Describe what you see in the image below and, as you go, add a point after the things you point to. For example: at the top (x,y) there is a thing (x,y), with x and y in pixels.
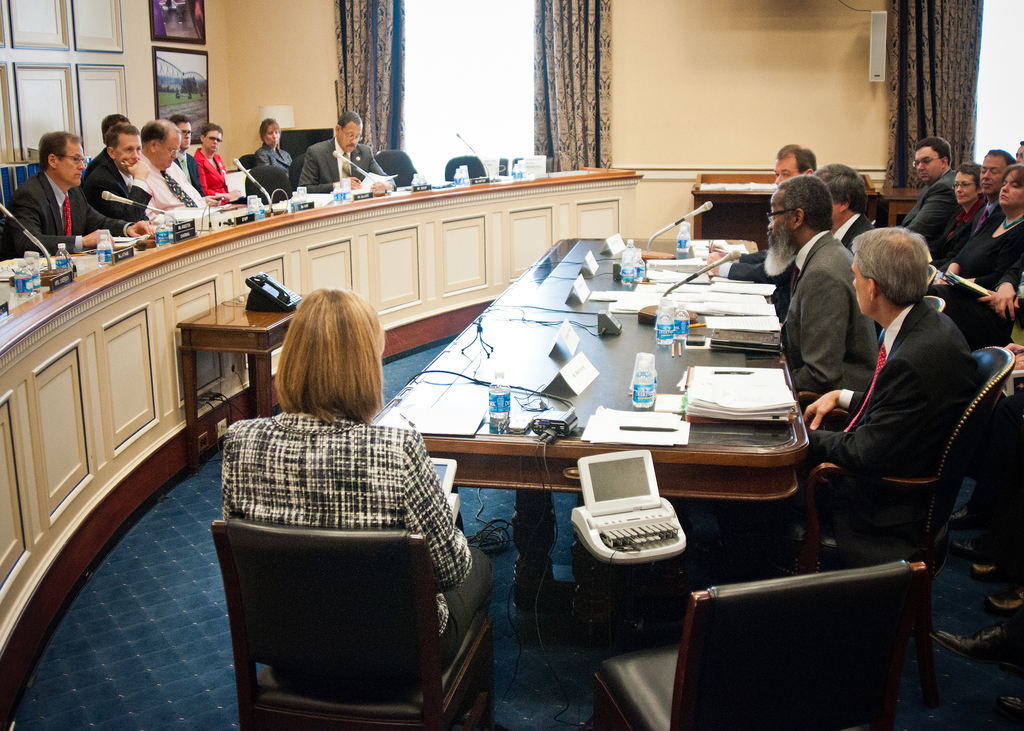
This is a picture of conference room (457,220). Here we can see few persons (302,320) sitting in front of a table (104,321) on the chairs (1008,372) and on the table (733,424) we can see mikes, water bottles (681,324) and some papers (741,412). This is a floor (147,593) and a carpet (138,637) is in blue colour. This is a table (219,342) and on the table (242,305) we can see one telephone (275,283). On the background (782,75) we can see a wall (700,76) in cream colour. these are photo frames (190,51) and curtains (895,44).
